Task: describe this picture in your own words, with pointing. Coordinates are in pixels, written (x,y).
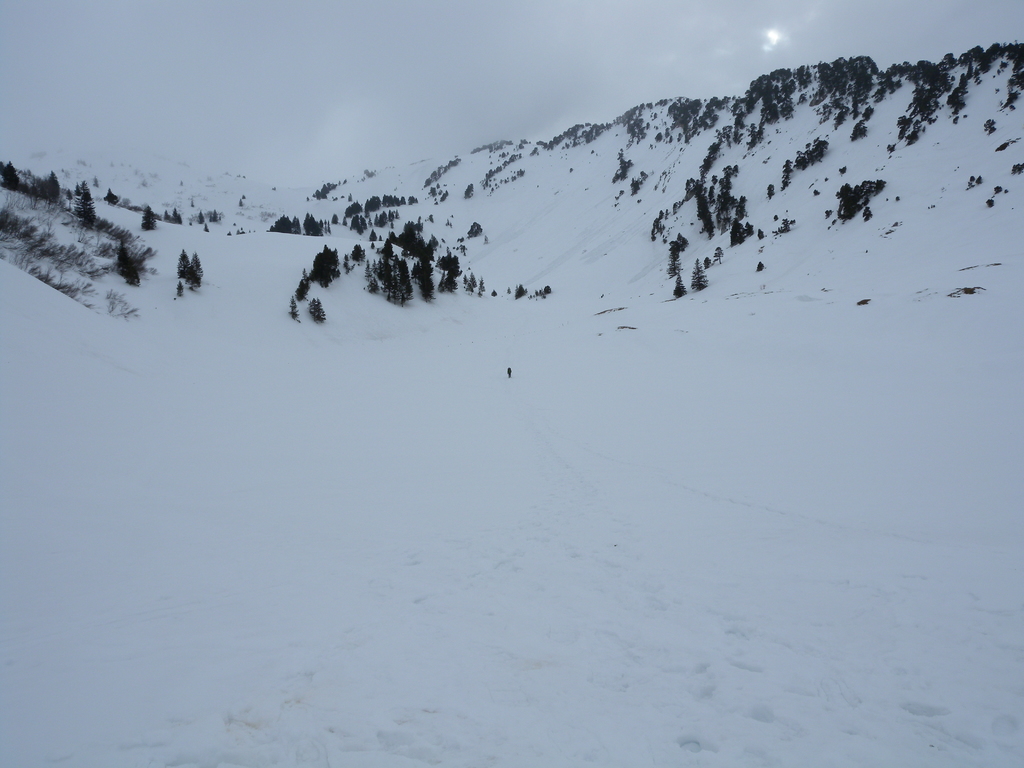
There is a white color snow surface (508,533). In the background (473,177), there are trees (626,173) on the mountains (188,170), on which there is snow (270,268) and there are clouds (442,29) in the sky (239,36).
